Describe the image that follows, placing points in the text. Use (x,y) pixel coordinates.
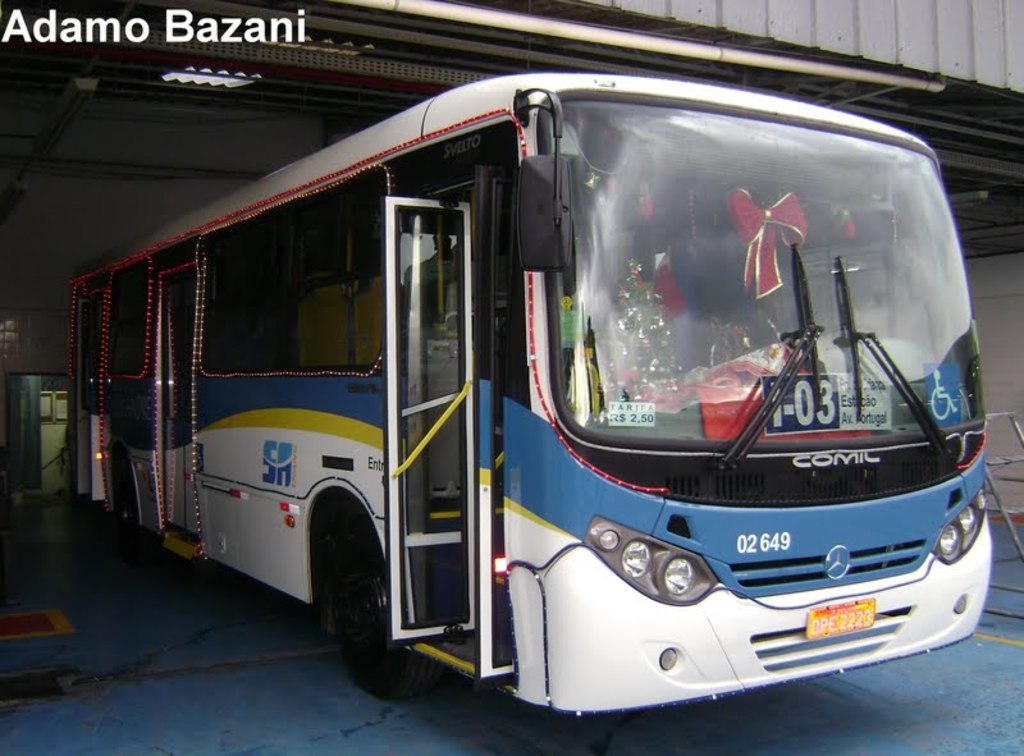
In this image there is a bus (391,190) under a roof (367,117). Right side (1014,461) there is a ladder (1000,469) on the floor (989,669).
